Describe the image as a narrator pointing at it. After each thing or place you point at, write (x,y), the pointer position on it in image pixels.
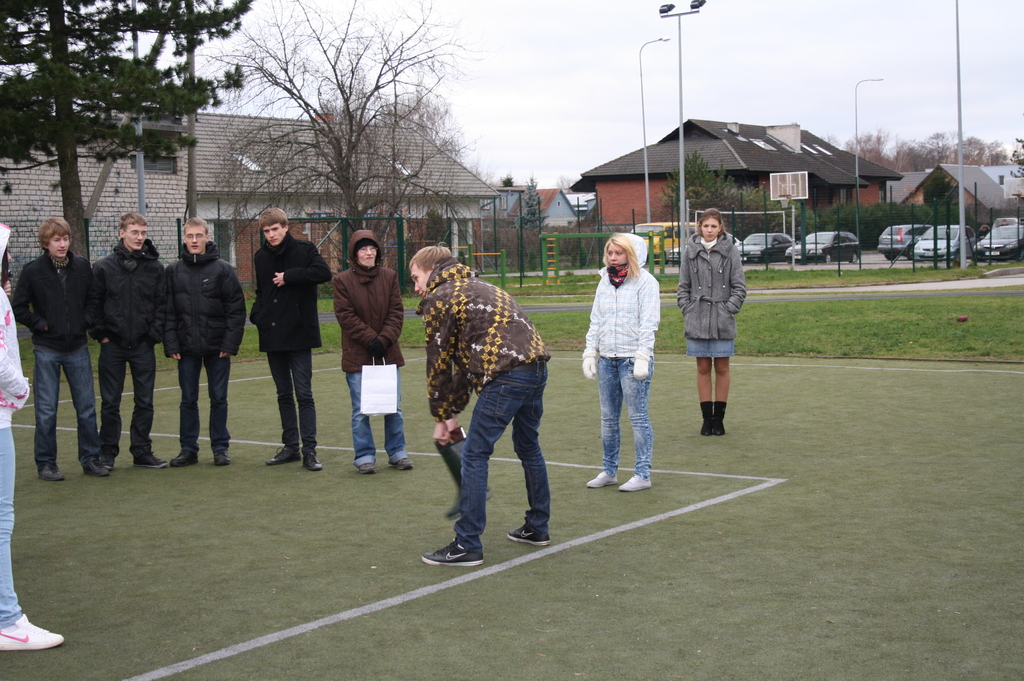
In this picture there are group of people (488,302) standing and there is a person (447,267) with brown and yellow jacket (488,316) is standing and holding the object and there is a person (356,324) with brown jacket (356,304) is standing and holding the object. At the back (1013,250) there are buildings (918,202), trees (742,210), poles (138,166) and there are vehicles (998,245) and there is a fence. At the top (538,58) there is sky (558,73). At the bottom (922,551) there is grass (908,329).
